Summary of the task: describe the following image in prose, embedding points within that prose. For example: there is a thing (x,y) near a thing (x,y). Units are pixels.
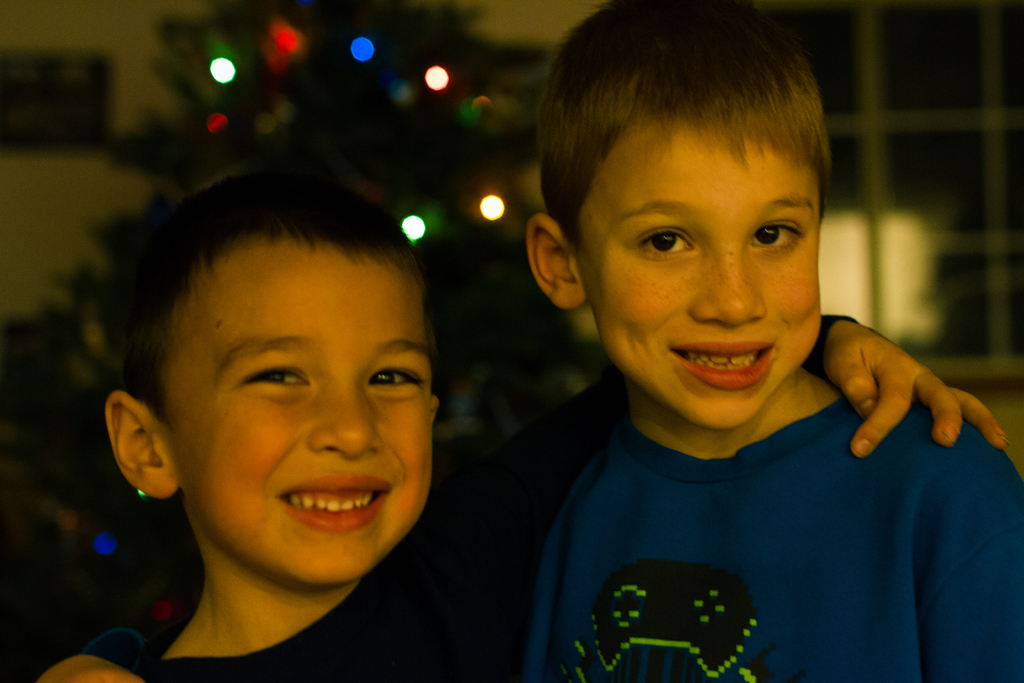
In this image we can see two boys (472,517) standing and smiling, behind them, we can see a tree (88,445) with decorative lights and in the background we can see the wall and a window (839,164).
